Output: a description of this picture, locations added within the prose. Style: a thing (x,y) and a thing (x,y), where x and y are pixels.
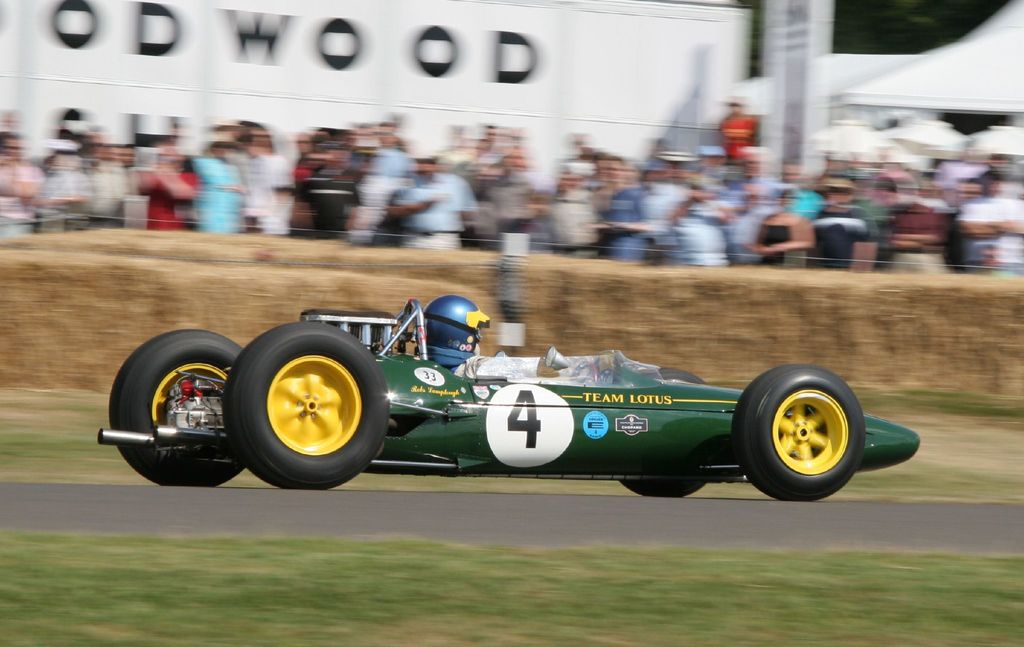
There is a speed car (512,362) riding by a person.
